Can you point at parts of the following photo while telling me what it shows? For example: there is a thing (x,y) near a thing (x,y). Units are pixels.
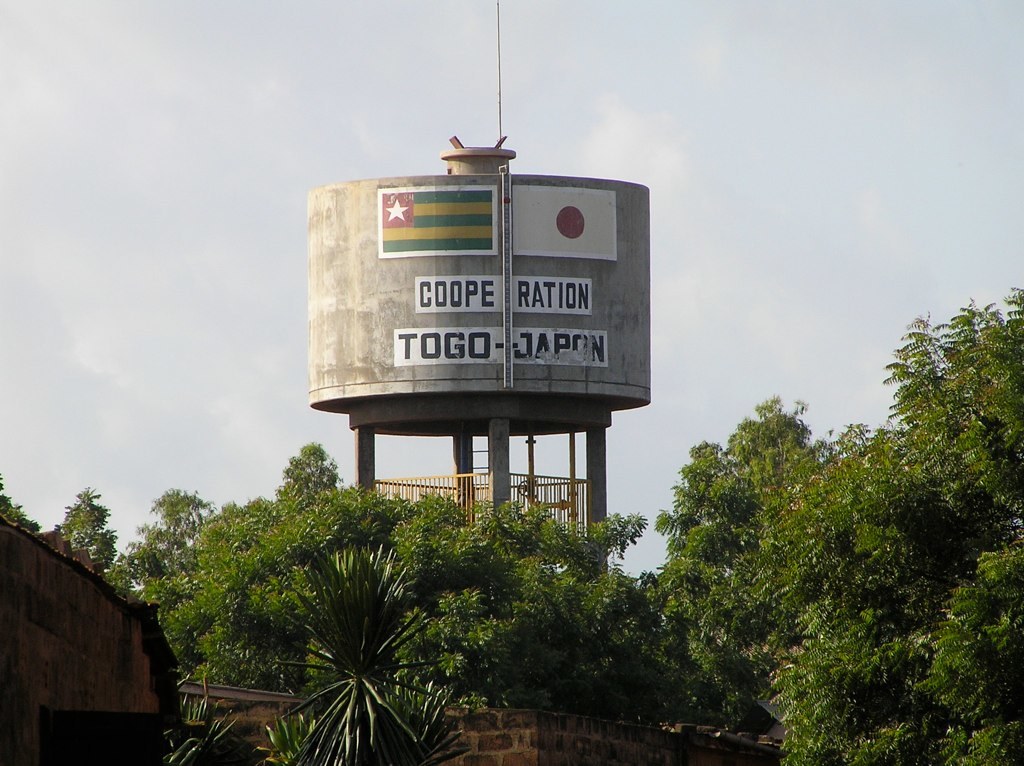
In the foreground of the picture (944,412) I can see the trees (305,530). It is looking like a house (28,646) on the bottom left side (135,661). In the background (437,329), I can see the tank construction (565,305). I can see the painting of flags (552,238) and text (583,300) on the tank (540,303). There are clouds (821,200) in the sky (851,209).
